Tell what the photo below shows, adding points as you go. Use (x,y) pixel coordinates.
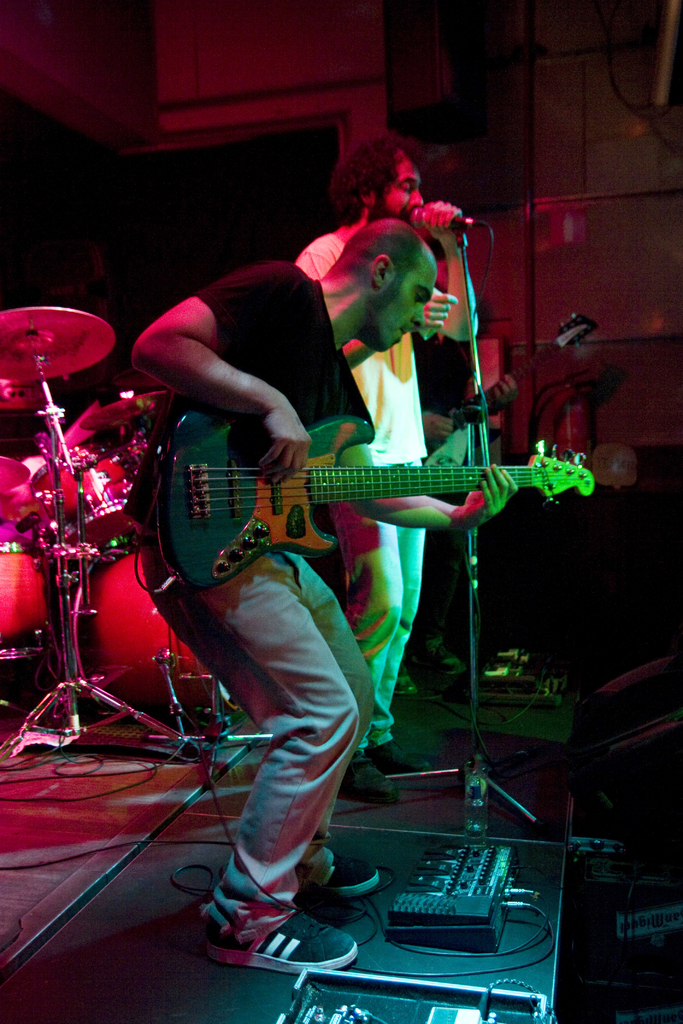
In this image these three men (381,423) standing on the floor (382,814). In front (269,376) the first person (319,698) is playing a guitar (314,486). The second one (367,207) singing the song in the microphone (469,221). The third person (436,359) is playing a guitar (462,440). The speaker (455,68) is attached to the wall (546,229).
